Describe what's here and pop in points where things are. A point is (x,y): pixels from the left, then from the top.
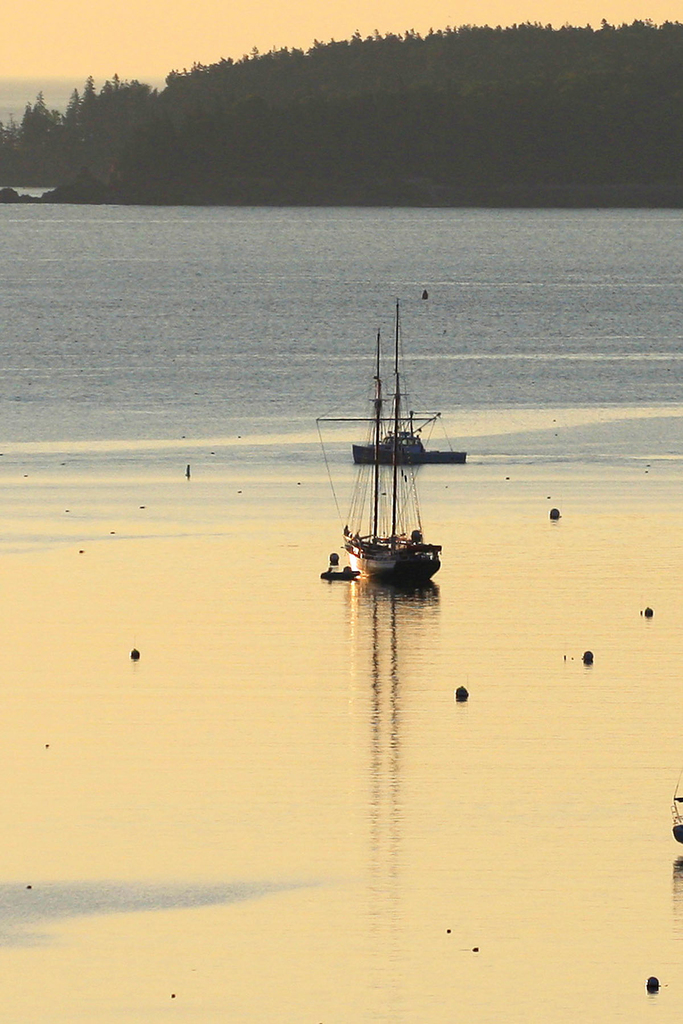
In the picture I can see the ships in the water (549,612). In the background (235,153), I can see the trees (182,77). There are no clouds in the sky (90,68).
